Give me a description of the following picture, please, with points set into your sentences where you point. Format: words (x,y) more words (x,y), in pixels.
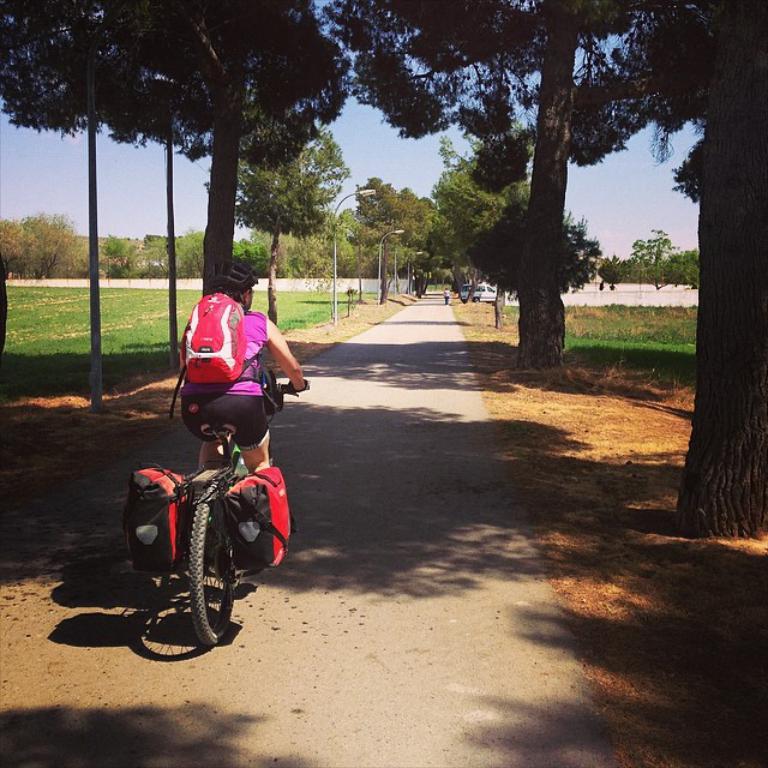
It is a road (399,337) a person (251,352) is riding a bicycle (212,468) there are three bags (179,510) on the bicycle (211,500) two are to the back side of the bicycle (231,433) one worn by the person (251,332) there are lot of trees (473,275) in the background (125,179) there is a sky (349,116).
